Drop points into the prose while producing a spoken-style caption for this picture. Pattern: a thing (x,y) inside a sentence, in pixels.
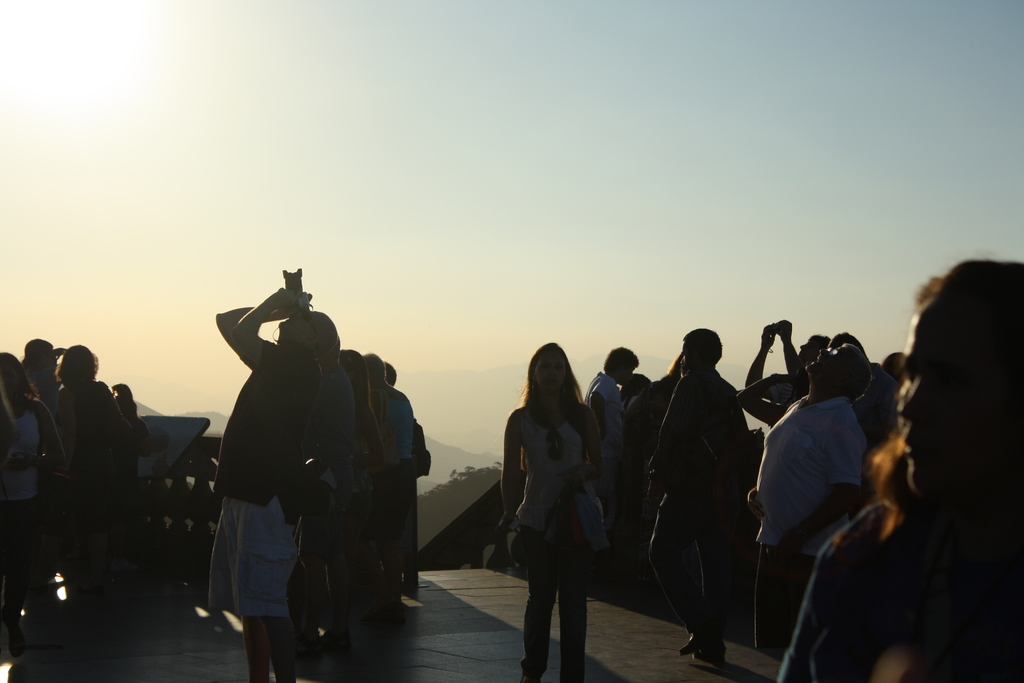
In the image there are a group of people (676,436) gathered at some place and behind them there are mountains (472,464).
